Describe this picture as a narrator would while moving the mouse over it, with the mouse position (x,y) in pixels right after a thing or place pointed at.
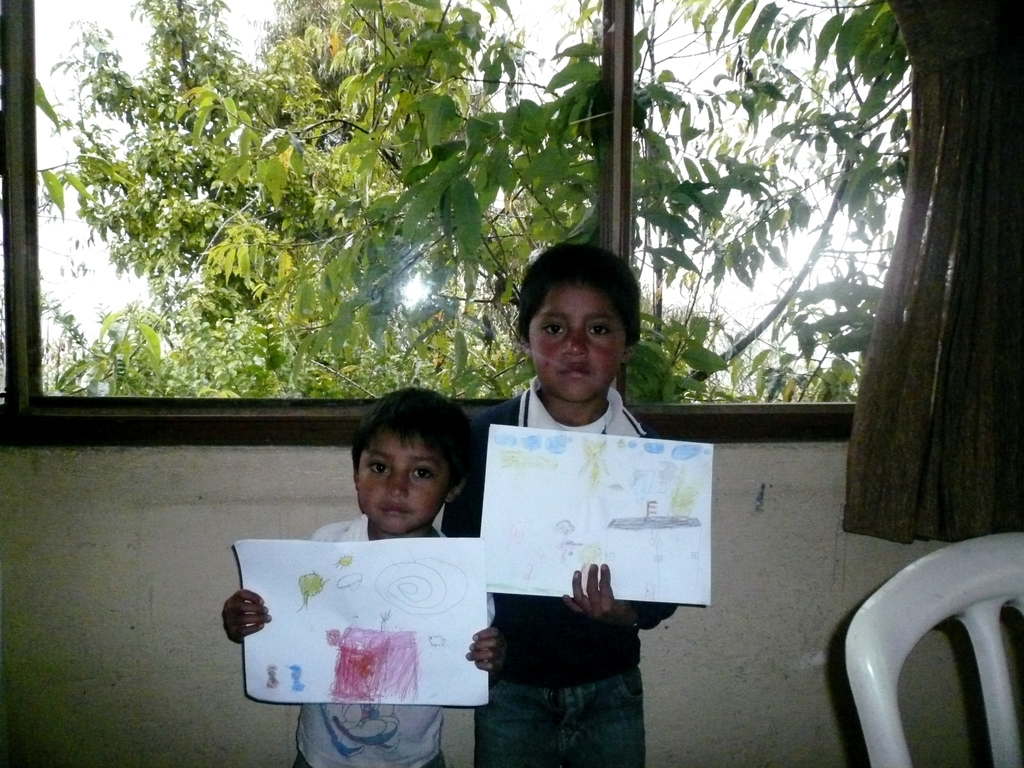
In this image I can see two people (383,515) with different color dresses (359,734) and these people (425,733) are holding the papers (438,578). To the right (881,679) I can see the chair (869,694). In the background (421,352) I can see the window (647,347) and the curtain (911,288). I can see the trees (293,145) through the window (1,9).
